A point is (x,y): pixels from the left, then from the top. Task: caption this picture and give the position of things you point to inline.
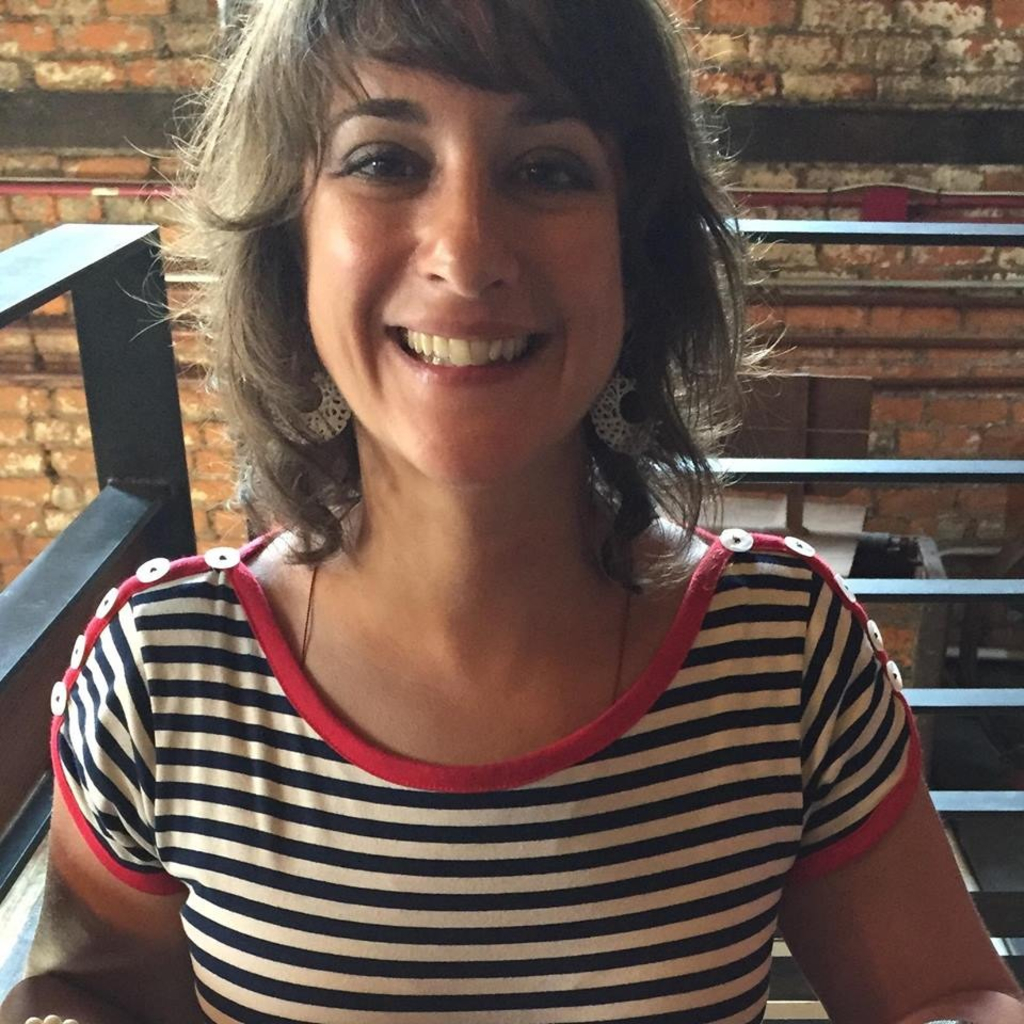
In the center of the image (368,405) there is a woman (339,744). In the background (95,450) we can see wall (781,366) and some objects (820,410).
